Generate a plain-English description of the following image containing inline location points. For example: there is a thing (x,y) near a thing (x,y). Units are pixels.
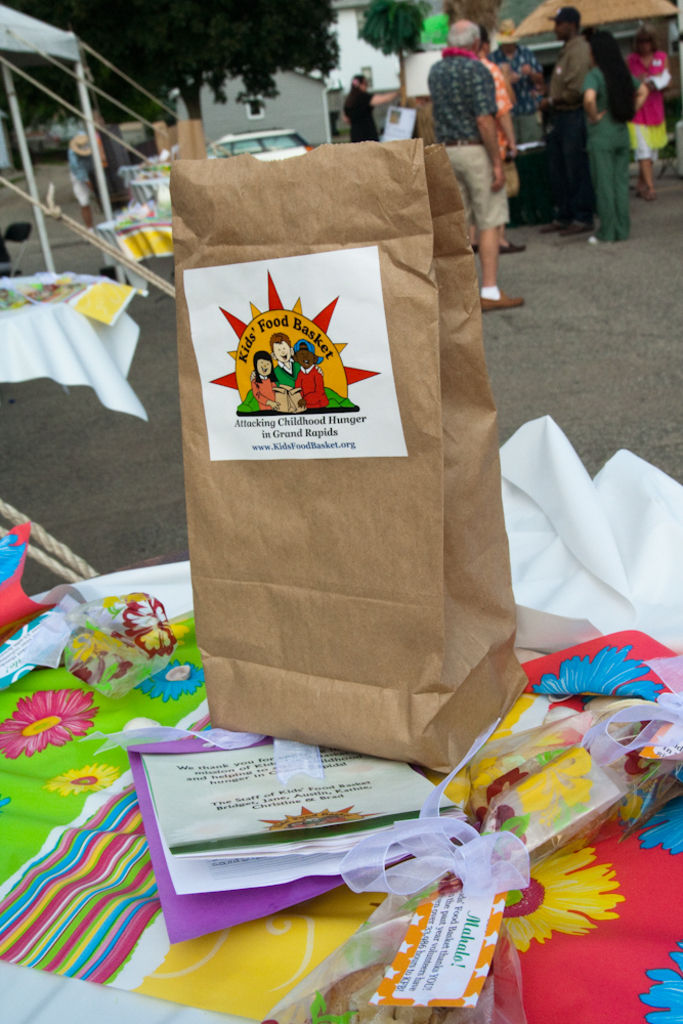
In the image we can see a paper cover (290,624), greetings (230,815), footpath (530,414), pole tent (14,98) and a table (79,294). We can even see there are people (549,95) standing, they are wearing clothes (559,129) and shoes (576,233), and some of them are wearing a cap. This is a building (358,29) and trees (225,28).
